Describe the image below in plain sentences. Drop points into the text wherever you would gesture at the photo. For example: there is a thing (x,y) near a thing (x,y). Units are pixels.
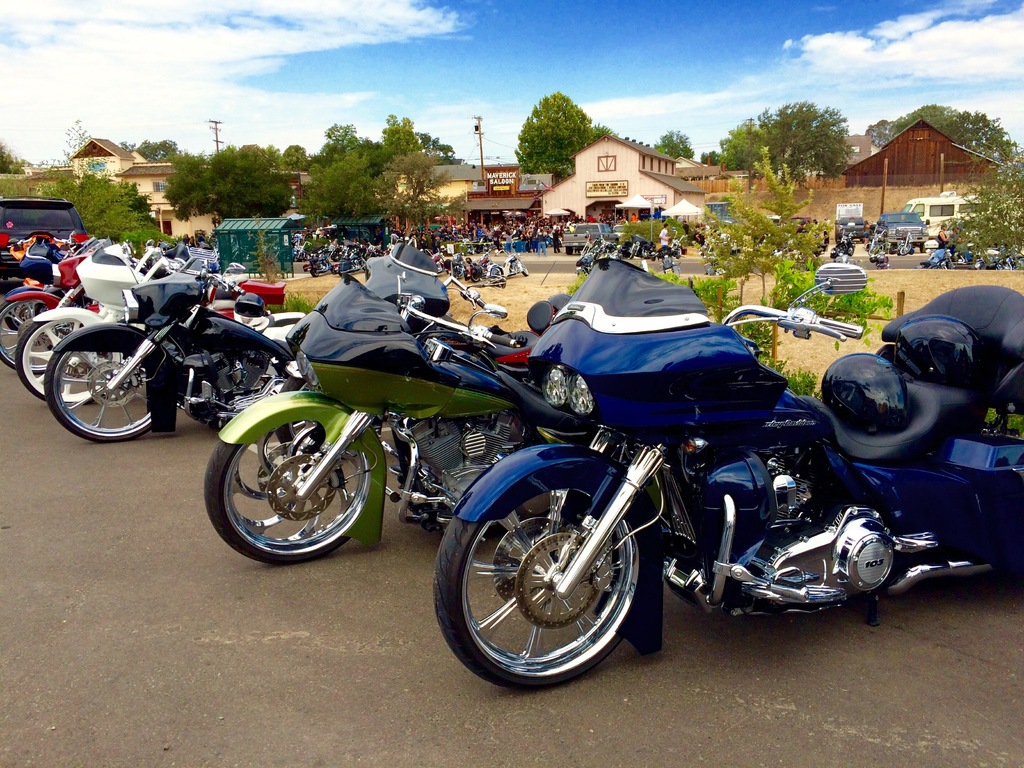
As we can see in the image there are motor cycles (370,419), buildings (560,202), few people (467,229) here and there, trees (976,234), current poles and on the top (678,33) there is a sky (493,71).
